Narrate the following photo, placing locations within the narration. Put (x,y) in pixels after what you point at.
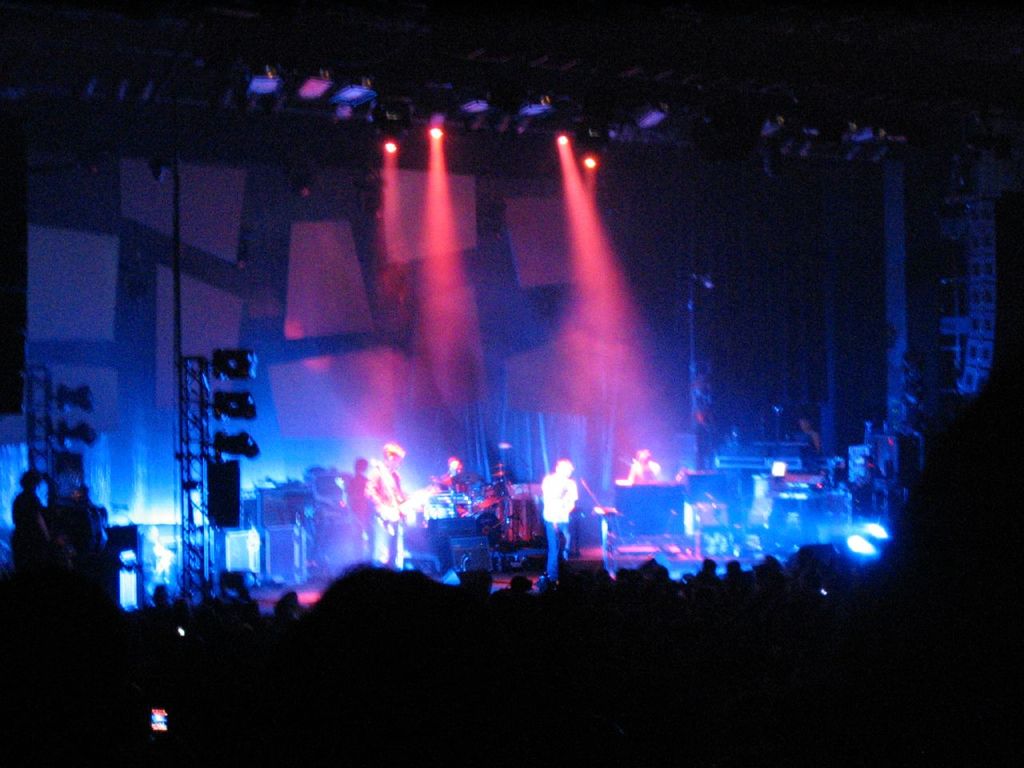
In this image we can see a musical concert is going on. Many people (549,527) are playing musical instruments (498,498). These are lights (437,142). The foreground (150,678) is dark. It seems many people (541,652) are there.
